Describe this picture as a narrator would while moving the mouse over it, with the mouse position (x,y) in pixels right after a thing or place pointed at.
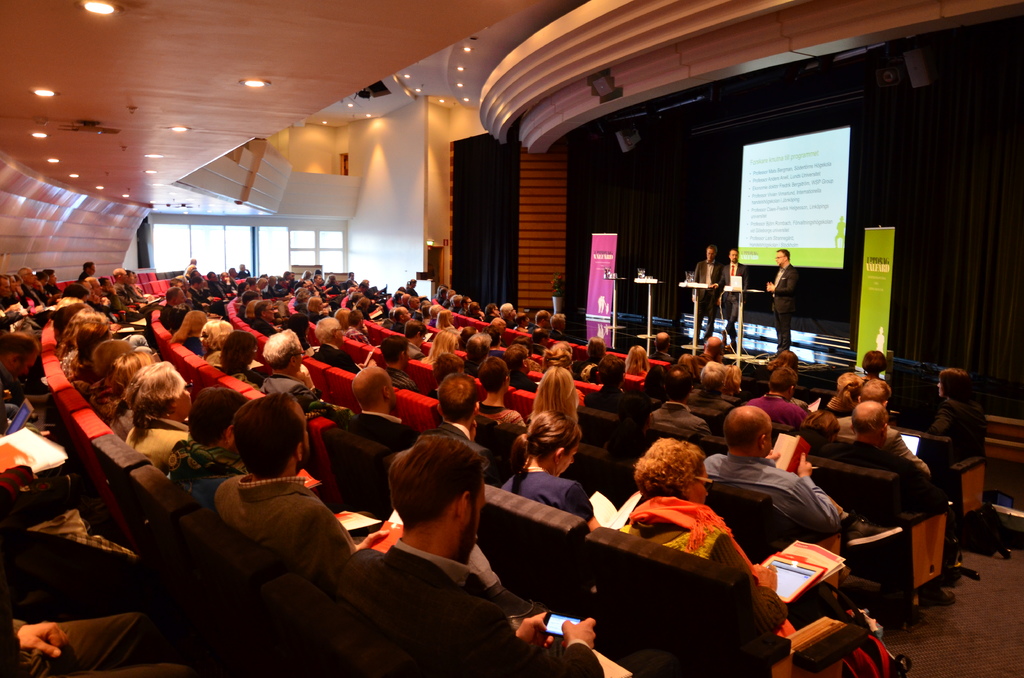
On the right side of the image (712,328) we can see people (736,303) standing and there are podiums (696,324). We can see boards (862,315) and there is a screen (792,220). In the center (632,395) there is crowd (436,453). At the top (498,205) there are lights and there is a curtain (484,212). In the background (278,232) there are windows (263,242).
